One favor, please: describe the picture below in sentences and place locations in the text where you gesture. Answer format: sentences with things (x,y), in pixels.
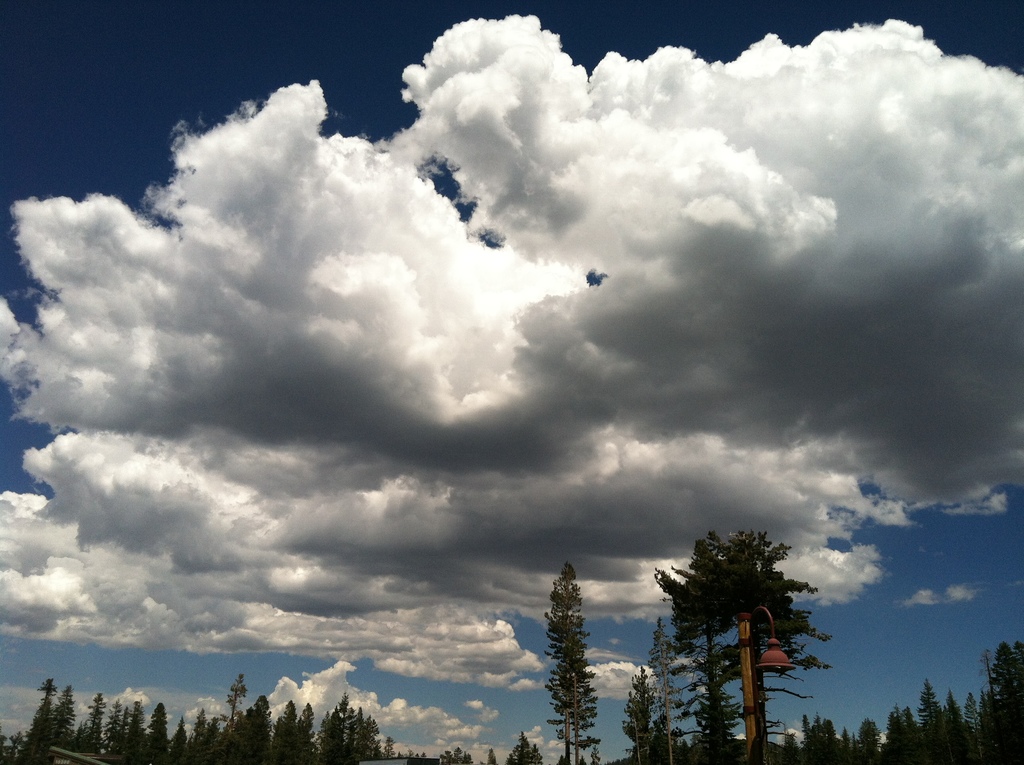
In this picture I can see trees (650,709) and a blue cloudy Sky (739,344).
